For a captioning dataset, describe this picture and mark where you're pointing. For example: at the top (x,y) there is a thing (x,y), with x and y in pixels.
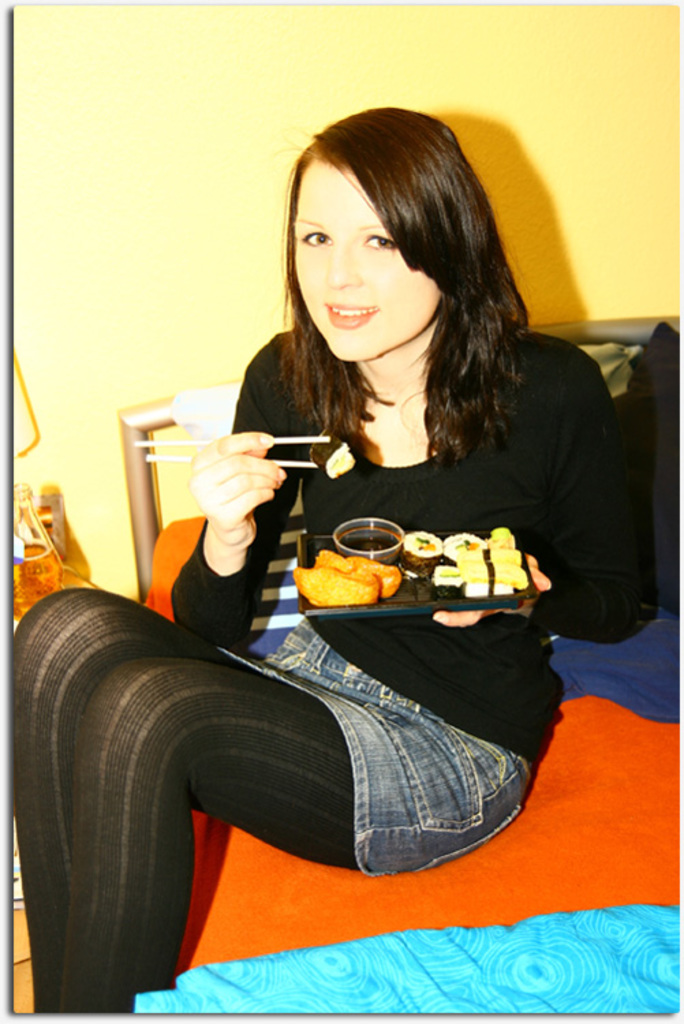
In this image we can see there is a person (497,503) sitting on the bed (492,848) and holding a plate (429,563). On the plate (419,558) there are some food items (374,544) and in the other hand (248,458) there are sticks (276,461). At the side there is a bottle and at the back (71,517) there is a wall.
